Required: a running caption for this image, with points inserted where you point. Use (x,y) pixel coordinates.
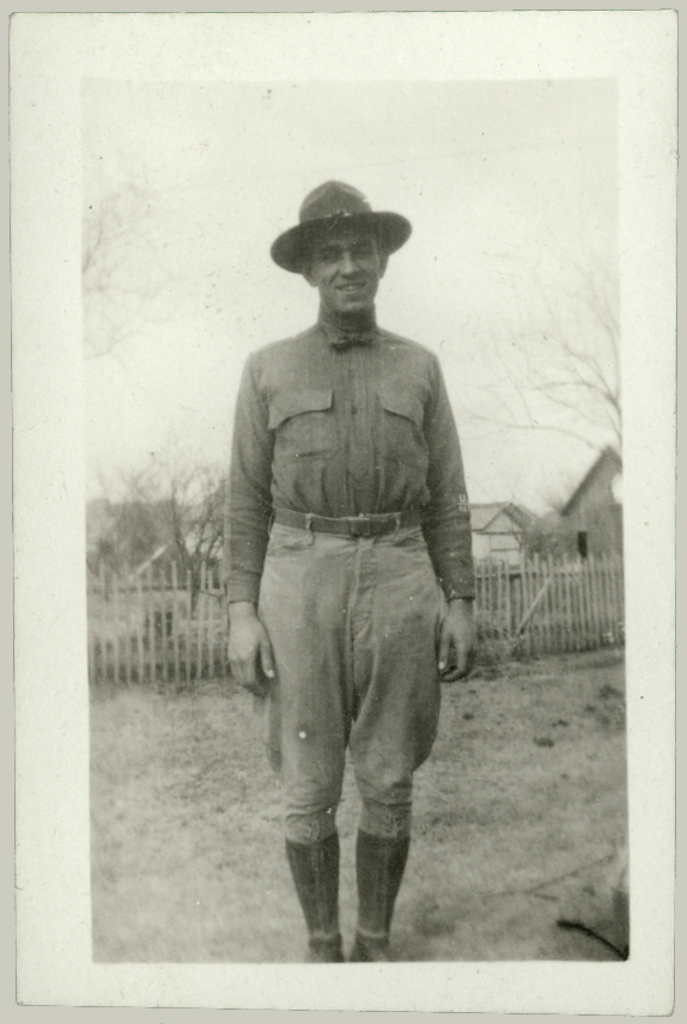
We can see photo, in this photo we can see a man (364,551) standing and wore hat (332,218). Background (592,618) we can see fence (596,609), houses (604,500), trees (147,509) and sky (444,211).
